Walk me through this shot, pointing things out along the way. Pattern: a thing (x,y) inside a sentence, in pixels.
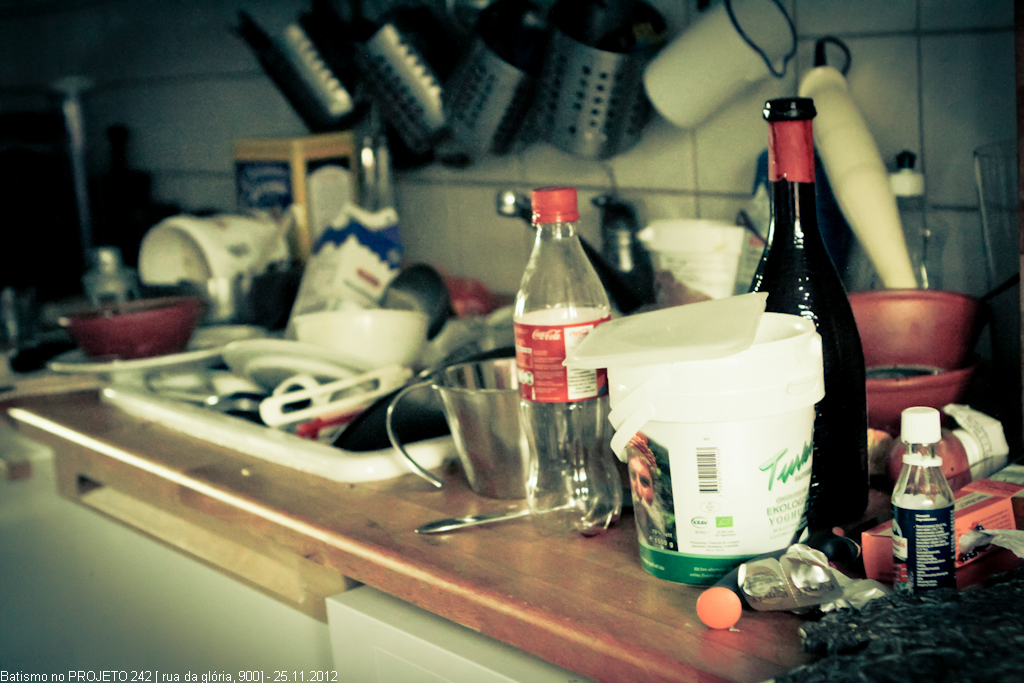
In this image I can see there are few bottles (546,365), utensils (183,330) and other objects (368,220) on the table (388,502).
